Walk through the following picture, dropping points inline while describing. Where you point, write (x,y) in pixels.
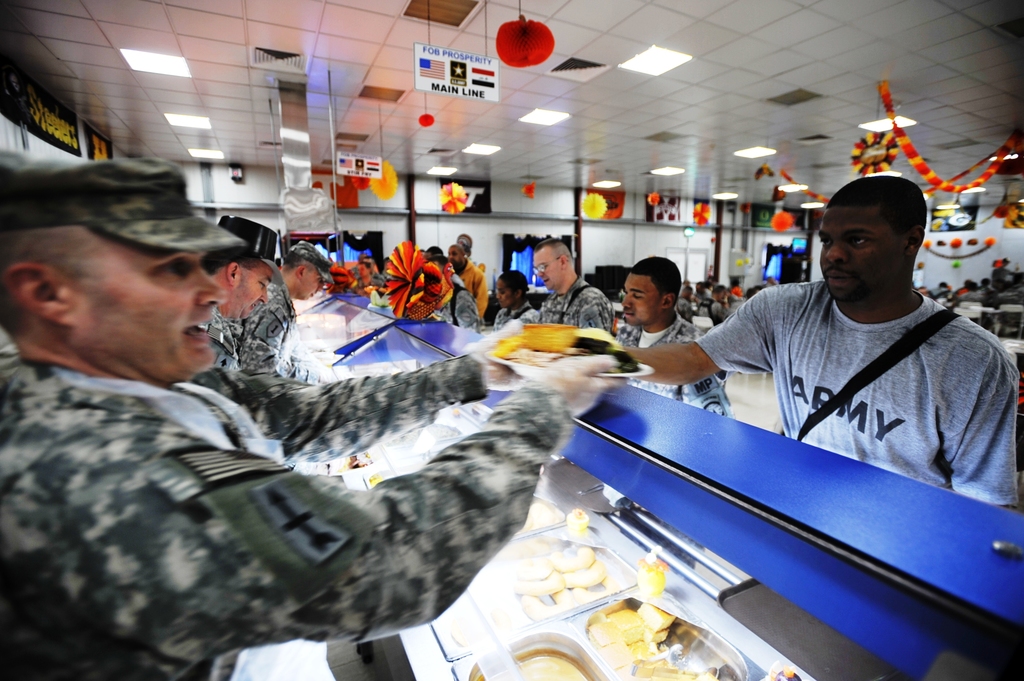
In the left side (147,401) few men (168,419) are standing, in the middle (426,427) these are the food items (549,613). In the right side (844,383) a man (944,479) is standing, he wore a t-shirt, at the top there are lights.
